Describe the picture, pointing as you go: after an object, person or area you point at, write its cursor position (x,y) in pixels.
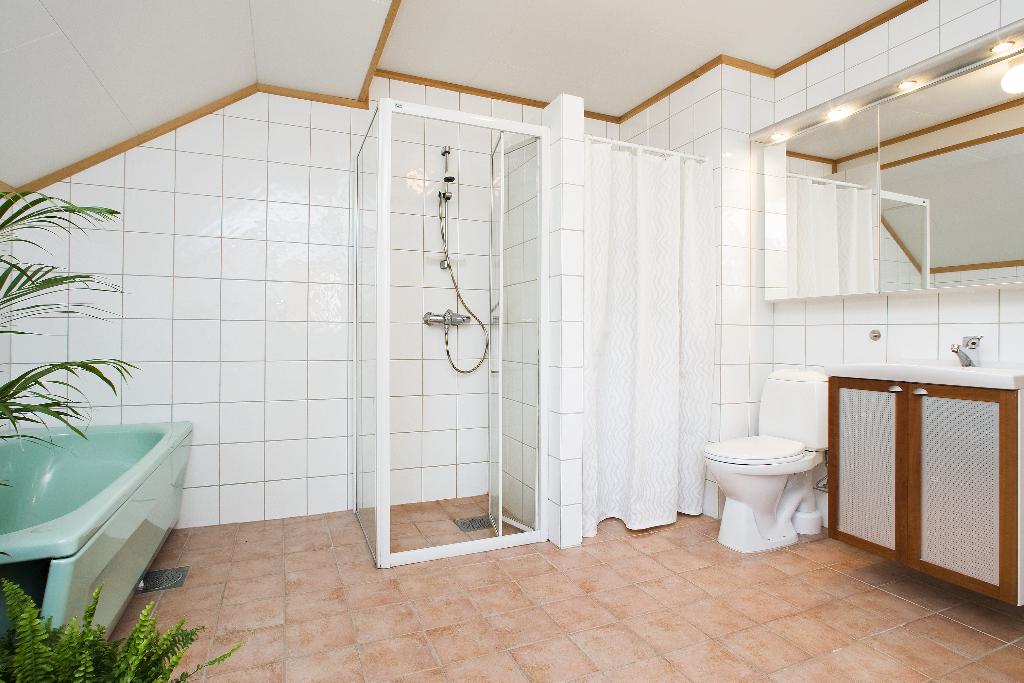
In the background (517,448) I can see an inside view of a bathroom (307,439). On the left side (64,559) I can see a green color bathtub (77,541). In the middle of the image (470,418) I can see a shower room (450,346) which has glass door (493,377), taps (451,324) and some other objects (444,188) attached to the wall (458,214). On the right side (787,452) I can see a toilet seat (763,439), wash basin (955,370) which has a tap (964,357), mirror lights (783,121) and white color curtains (678,349). I can also see plants (141,669) and some other objects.
